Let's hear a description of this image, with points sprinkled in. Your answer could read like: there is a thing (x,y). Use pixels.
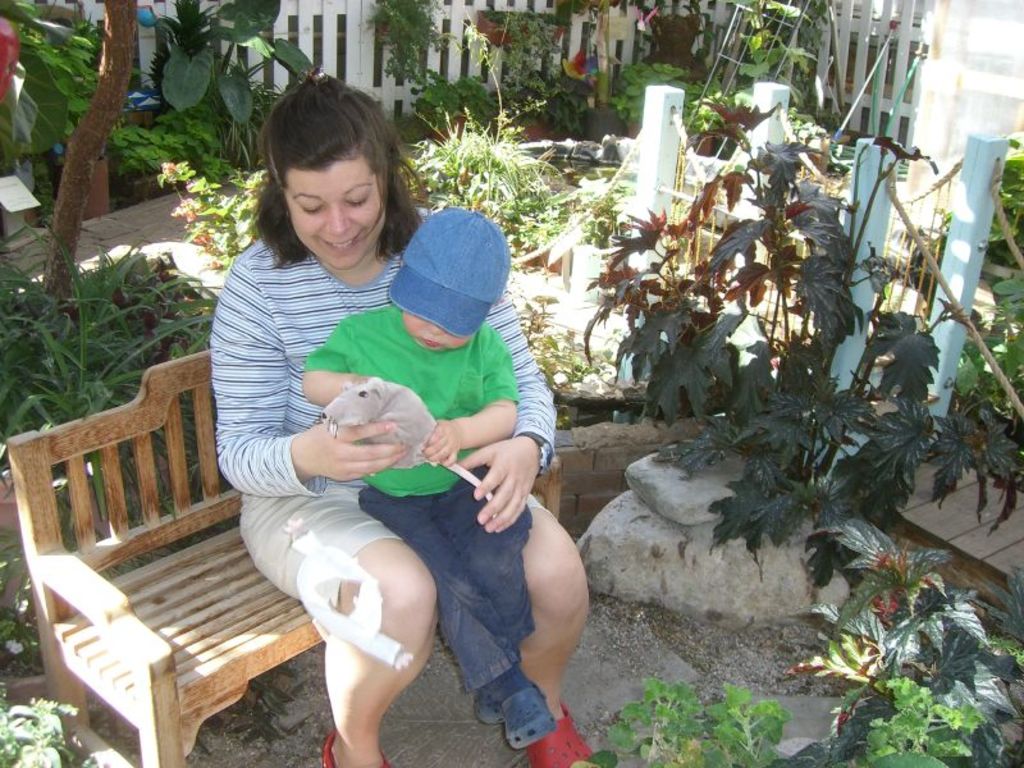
A woman (223,361) is sitting on a bench (238,556). A kid (386,497) is sitting on her lap (347,520) wears Green t shirt (439,394) and blue pant (479,598). He is playing with a toy (378,401) in his hand (445,453). He wears a cap (459,297). They are sitting in a garden (165,262) with few plants (582,196). There is a barrier (467,7) at a distance.
